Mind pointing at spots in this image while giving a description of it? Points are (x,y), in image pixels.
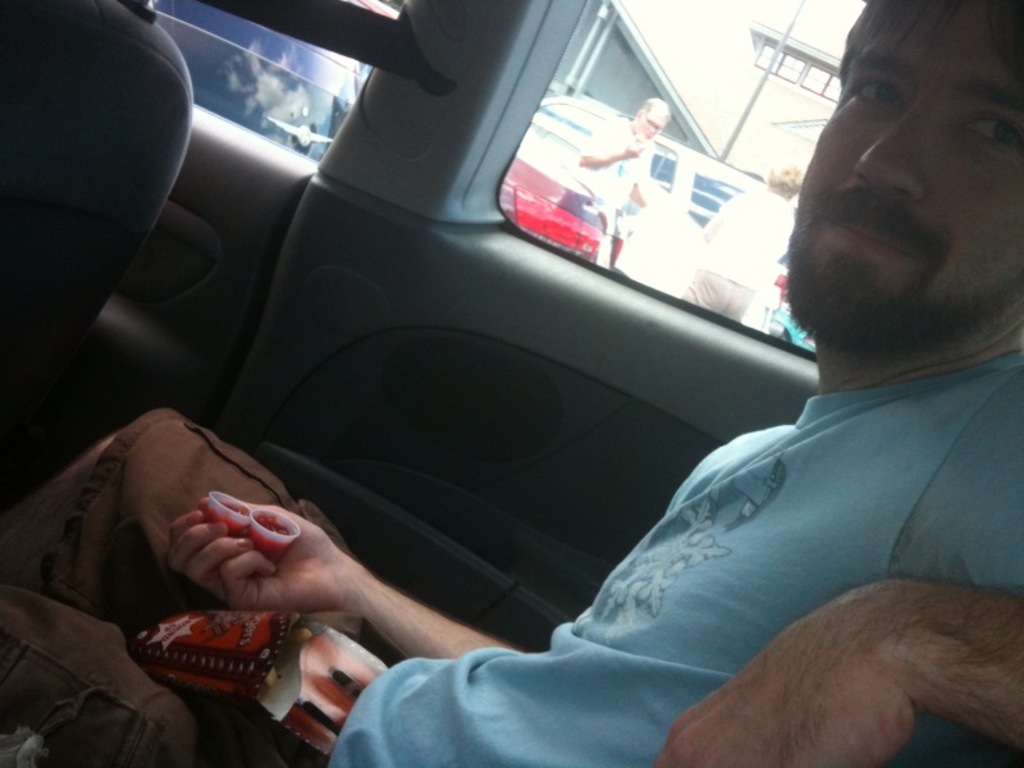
I can see in this image a man (778,507) is sitting in a car (377,561). The man (409,613) is wearing a blue t-shirt (632,638). In the background (606,190) I can see the other vehicles (576,190) and people (590,163) who are standing on the ground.
